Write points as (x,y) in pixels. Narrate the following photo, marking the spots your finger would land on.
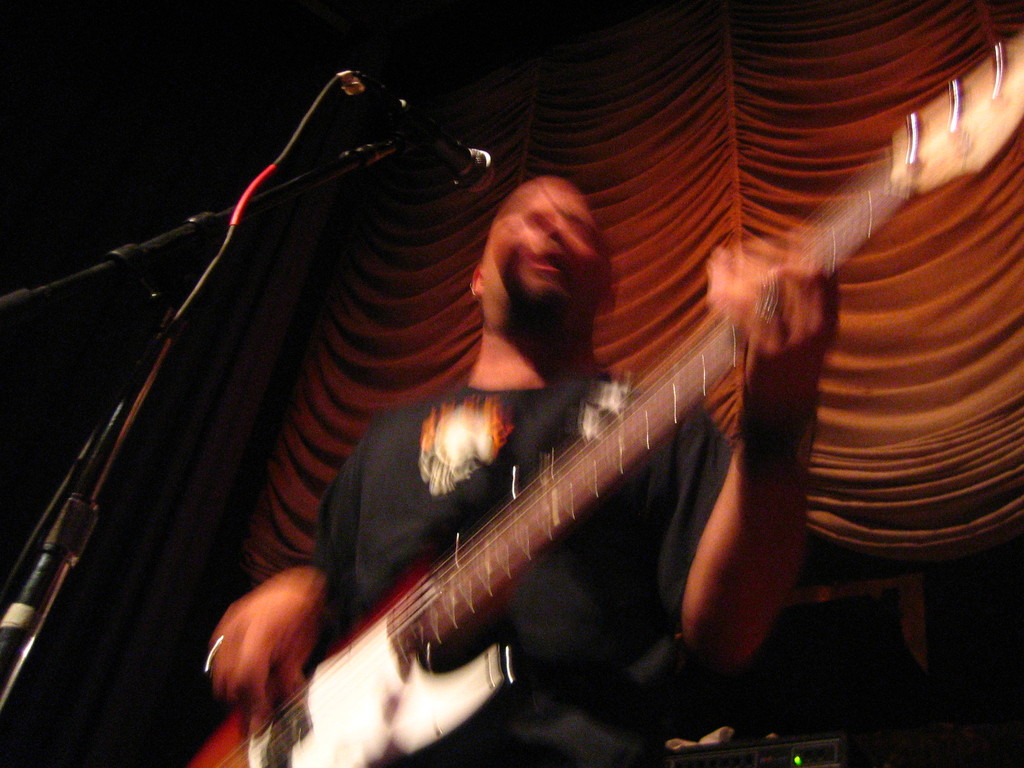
In the image we can see there is a person (509,441) who is holding a guitar (322,749) and in front of him there is a mike (419,120) with a stand (294,182).
